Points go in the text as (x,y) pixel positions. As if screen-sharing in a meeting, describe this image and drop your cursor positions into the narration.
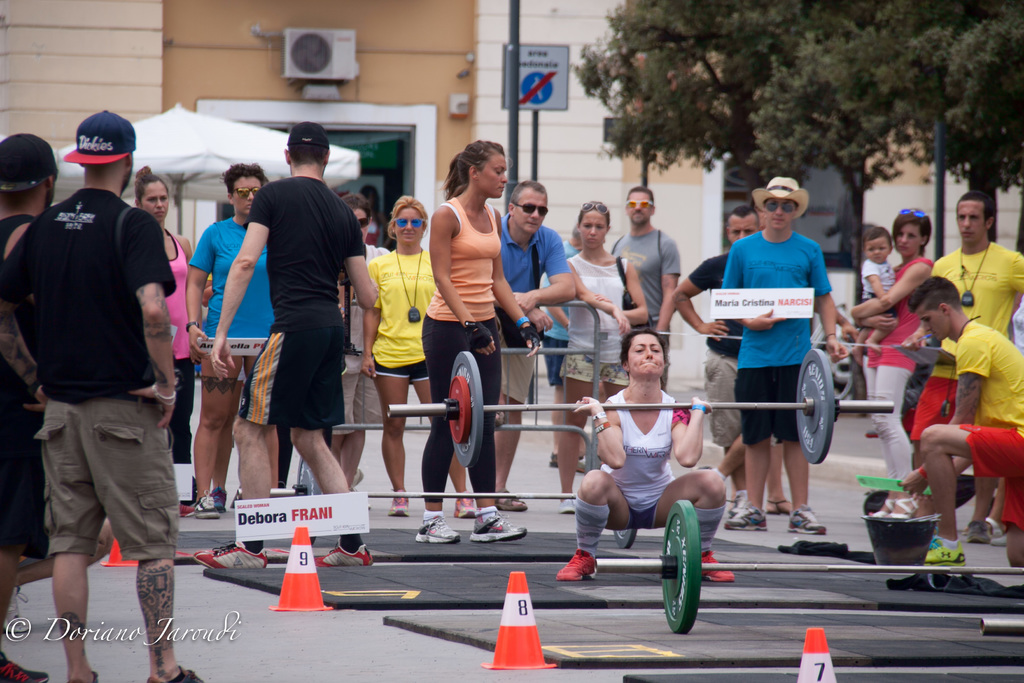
This image is clicked on the road (257,624). There are people (60,417) standing on the road (265,644). In the center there are mats (438,569) on the road (240,630). Beside the mats (474,581) there are cone barriers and boards (289,521) with text (261,519) on the road (229,513). On the mat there is a woman (680,481) in a squat position. She is doing weight lifting. Behind them there is a table umbrella (219,137). To the right (816,104) there are trees (788,73). In the background (277,48) there is a wall (377,73) of a building (418,73). In front of the building (499,76) there are sign board poles (520,105).
